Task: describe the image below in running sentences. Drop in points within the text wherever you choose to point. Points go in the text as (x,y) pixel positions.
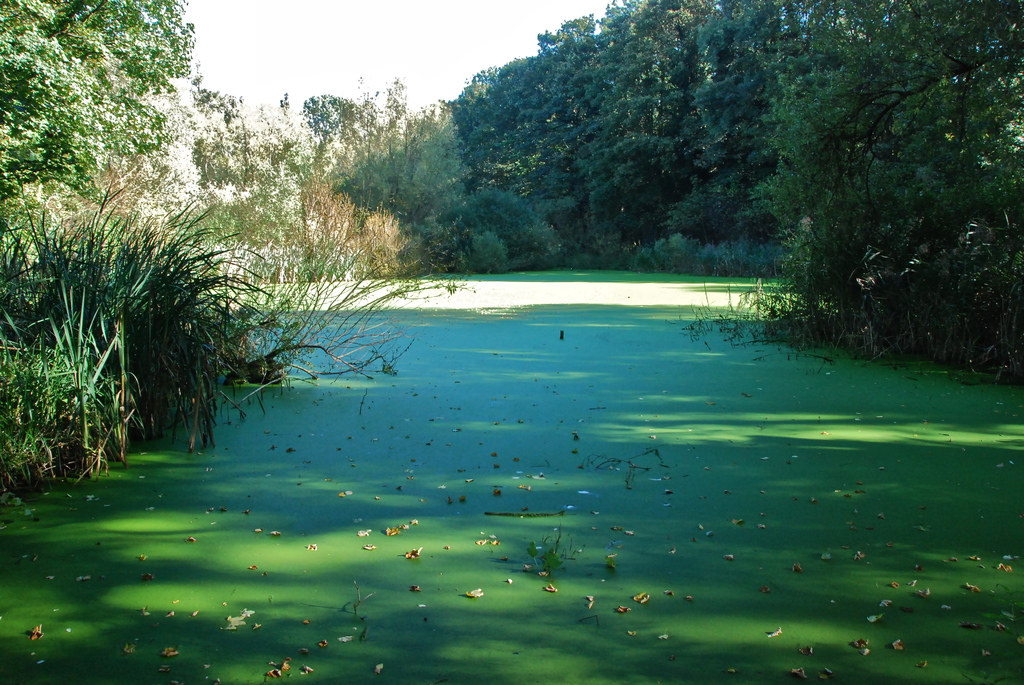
In this image we can see the water (556,384). Around the water (556,384) we can see a group of plants (557,248) and trees (453,266). At the top (490,22) we can see the sky (384,10). On the water (576,546) we can see few leaves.
